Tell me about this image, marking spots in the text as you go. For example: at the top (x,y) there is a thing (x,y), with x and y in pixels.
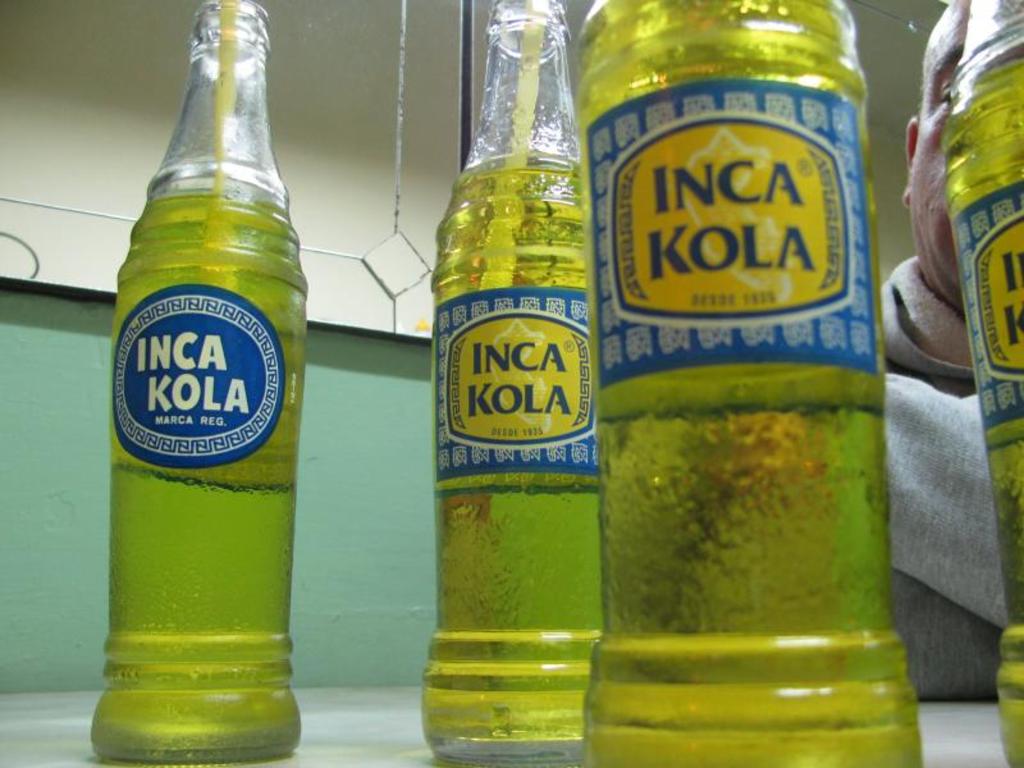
In this picture there are soft drink bottles (879,413) on the top of a table (369,733) in the foreground (970,733). In the right (936,213) there is a person (918,448). On the background (397,461) there is a wall (365,474) painted in green and white wall (355,116).
